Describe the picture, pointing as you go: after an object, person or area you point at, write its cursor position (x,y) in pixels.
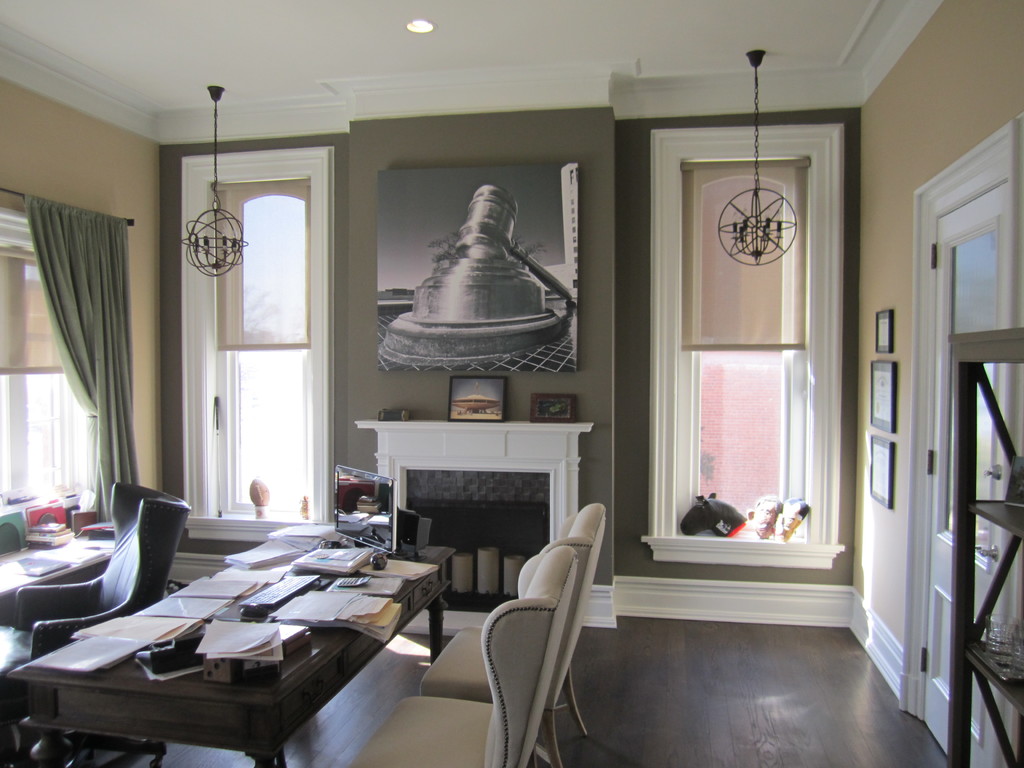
On the left side (280,624), there are documents (362,565) on the table (231,706). Beside this table (236,685), there are chairs (415,762) arranged and there is a chair (133,532) on other side of it. Beside this chair (131,547), there is a curtain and there are windows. On the right side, there are photo frames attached to the wall (872,539). In the background (792,523), there is a photo frame (394,172) on the wall (409,142) and there are other objects (214,91).
